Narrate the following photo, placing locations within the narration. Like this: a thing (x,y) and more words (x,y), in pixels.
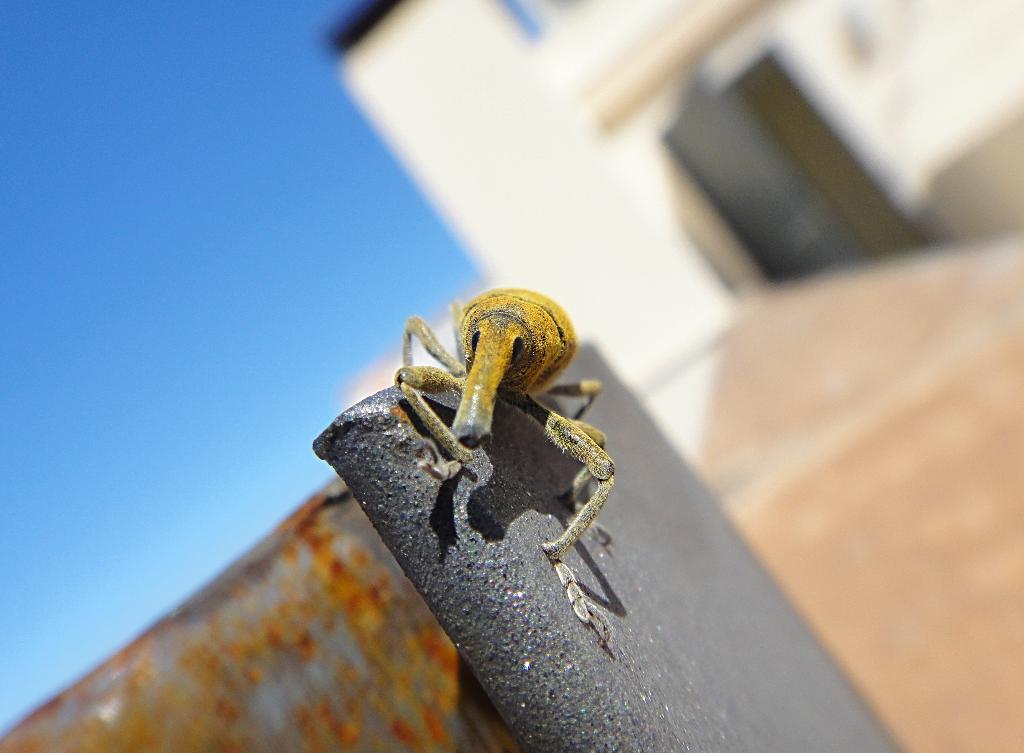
In the picture I can see an insect (478,422) which is on metal bar (550,465) and in the background of the picture (575,188) there is house (543,186).
